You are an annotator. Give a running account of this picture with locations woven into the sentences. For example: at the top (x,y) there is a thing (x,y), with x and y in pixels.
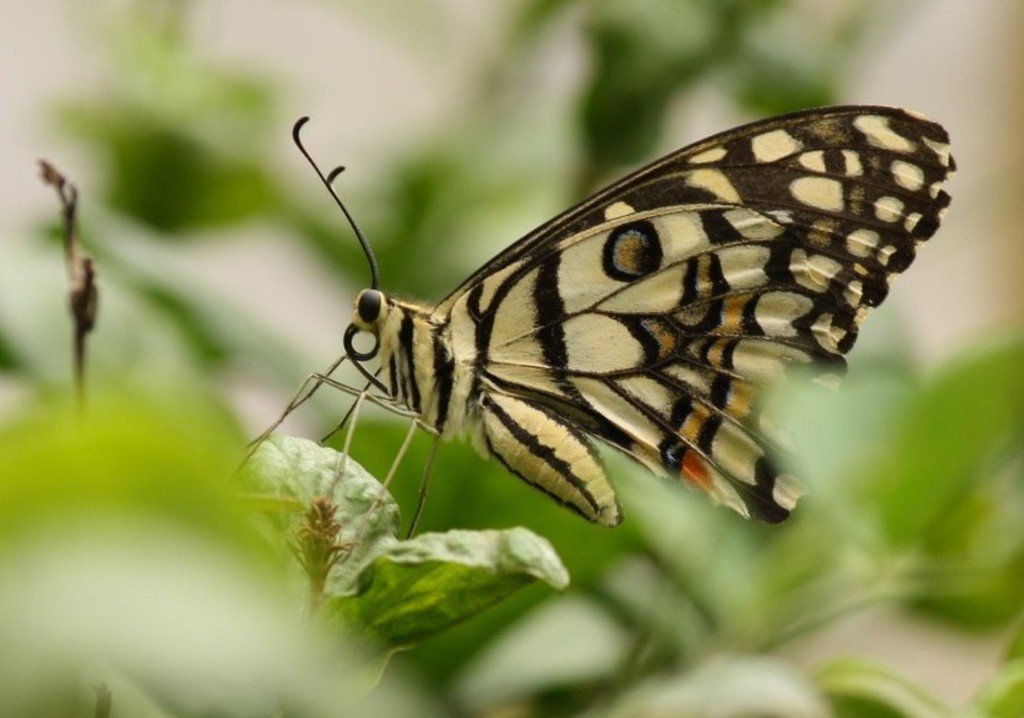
In the center of the image (560,281), we can see a butterfly (430,348) on the leaf (389,538) and in the background (598,655), there are leaves (905,535).
